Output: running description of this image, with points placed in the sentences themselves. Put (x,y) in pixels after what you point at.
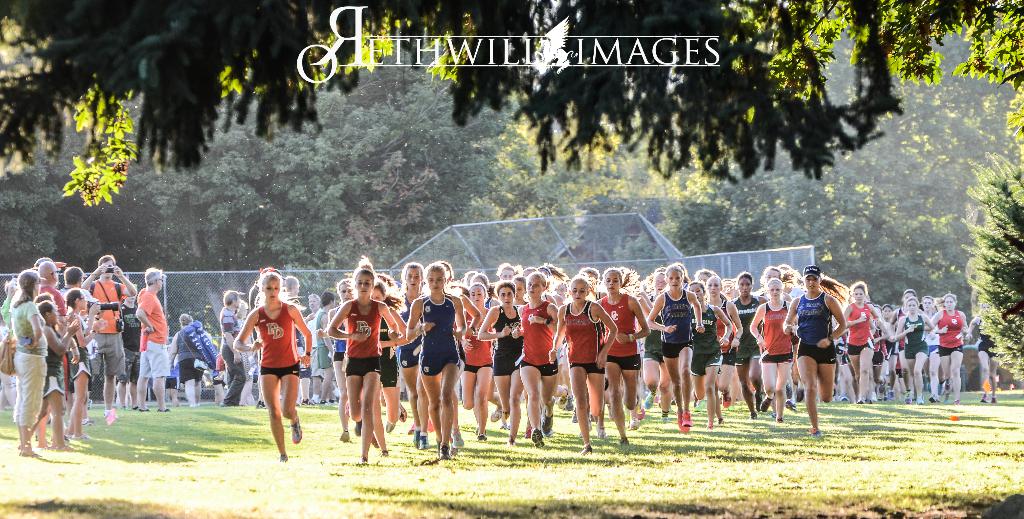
In this image we can see some people (397,336) running on the ground (574,462) and there are few people (160,317) standing on the left side of the image (181,352) and among them two persons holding cameras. We can see some trees (486,136) and there is a fence (172,298) and we can see some text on the image.
